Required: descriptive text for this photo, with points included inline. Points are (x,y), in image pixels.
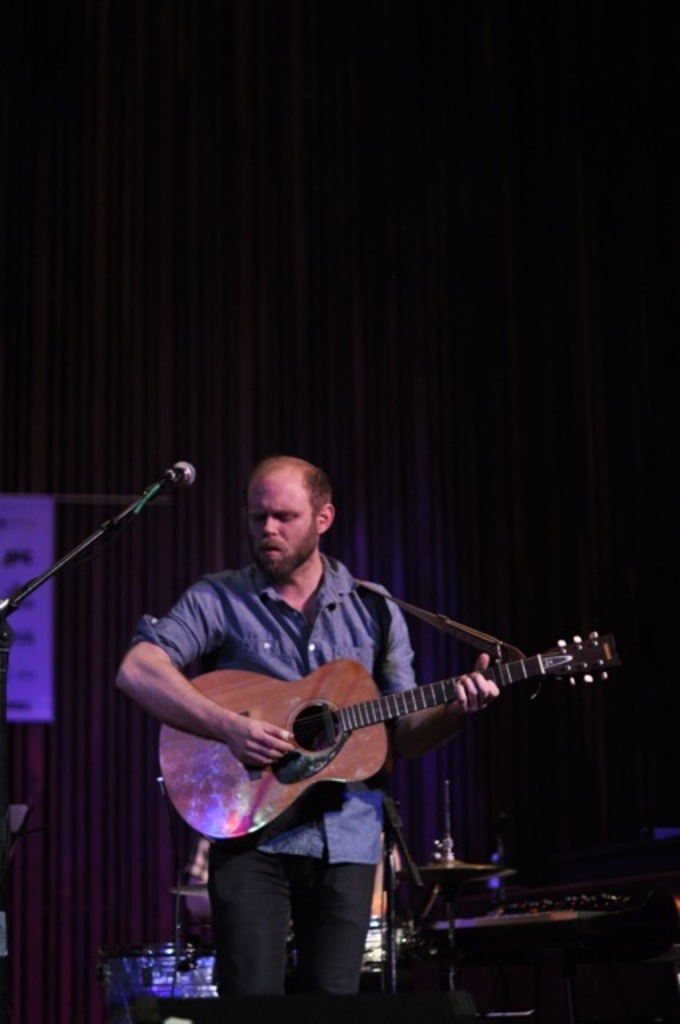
In this image i can see a man (303,889) is playing a guitar (287,683) in front of a microphone (146,500).
